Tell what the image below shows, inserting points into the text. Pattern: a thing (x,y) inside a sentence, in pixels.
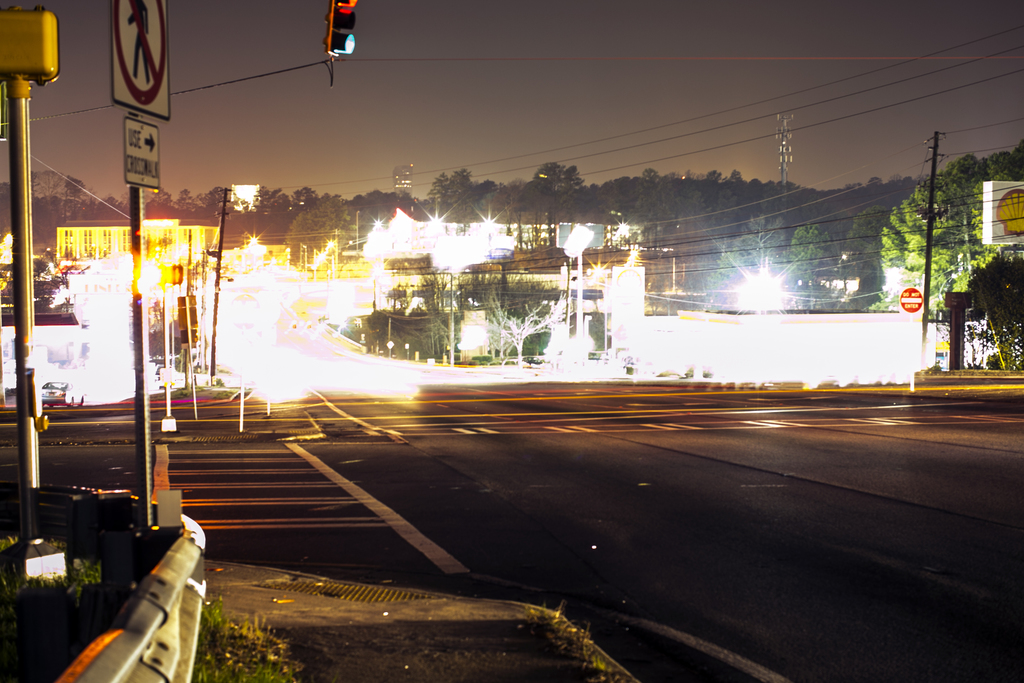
This is an outside view. On the right side (874,477) there is a road (576,466). On the left side (27,240), I can see few poles (148,452) on the footpath (298,620) and also there is grass (226,664). In the background (472,336), I can see many lights (407,246) and trees (621,202). On the top of the image (526,46) I can see the sky (532,31), traffic signal board (340,8) and some wires (798,93).
